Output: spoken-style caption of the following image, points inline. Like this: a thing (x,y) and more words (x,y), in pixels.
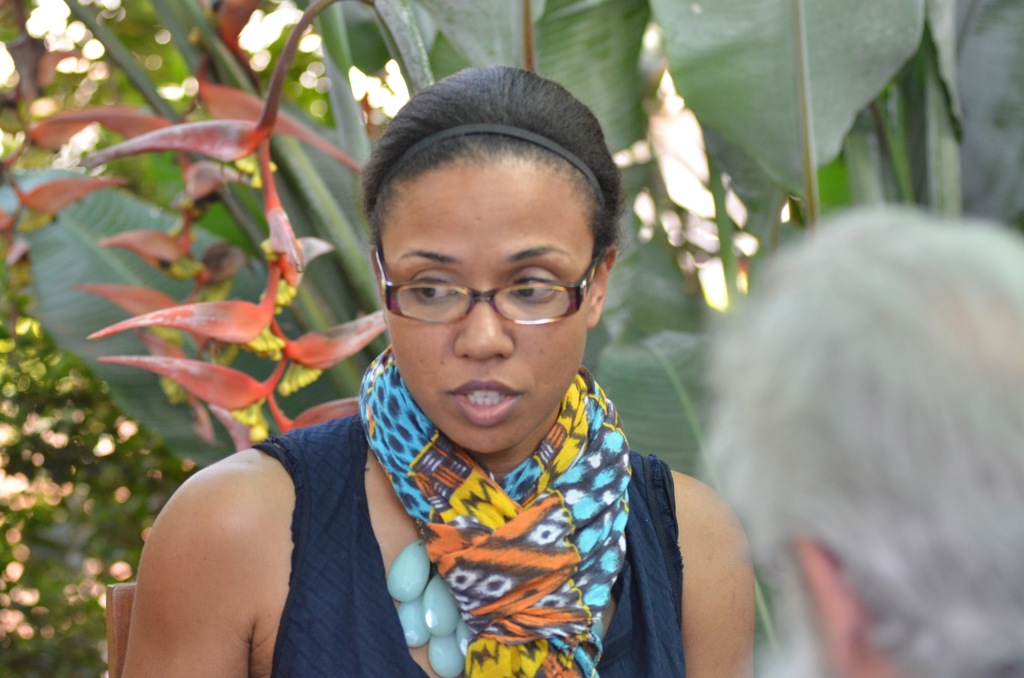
In the image we can see there is a woman (390,398) and a person (878,533) sitting. Behind there are plants (280,181) and trees (744,37). Background of the image (88,550) is little blurred.
